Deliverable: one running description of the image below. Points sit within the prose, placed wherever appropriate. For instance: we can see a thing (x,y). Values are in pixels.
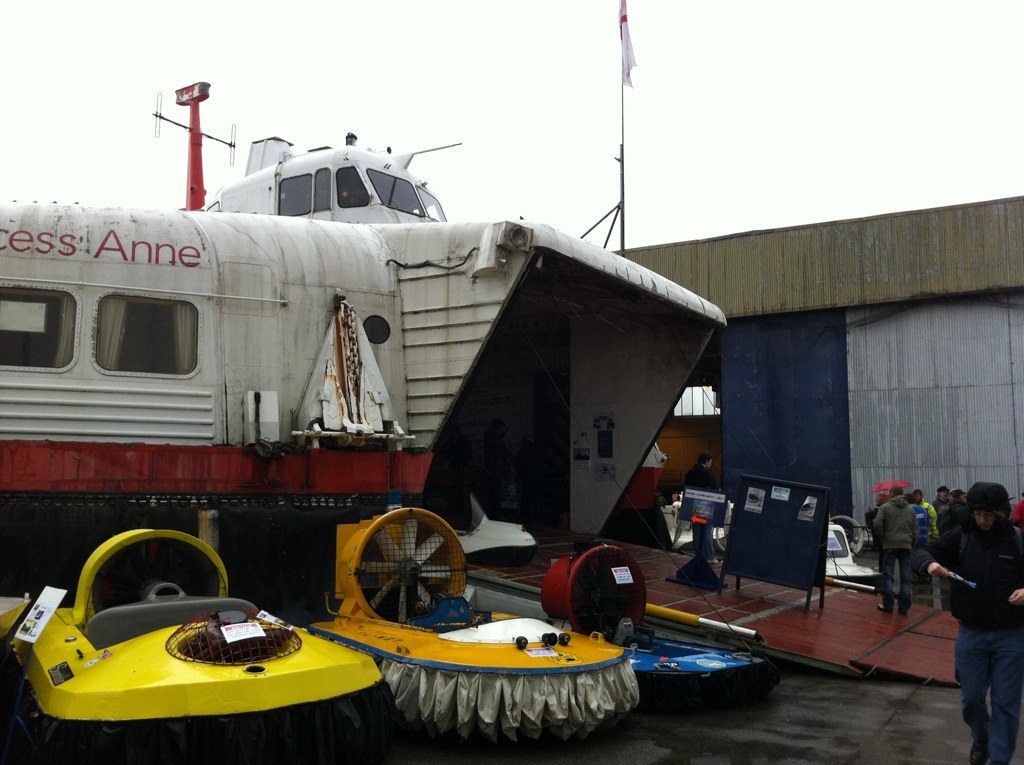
In the foreground of the picture (407,568) there are some vehicles (353,539) and other objects (376,546). On the right (984,679) there is a person (994,614) walking. In the center of the right there are people (883,525), board (763,522) and vehicle (835,531). At the top (623,19) there is a flag (624,81) and we can see sky (756,194). In the center of the picture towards right (854,361) there is a building (865,361).
